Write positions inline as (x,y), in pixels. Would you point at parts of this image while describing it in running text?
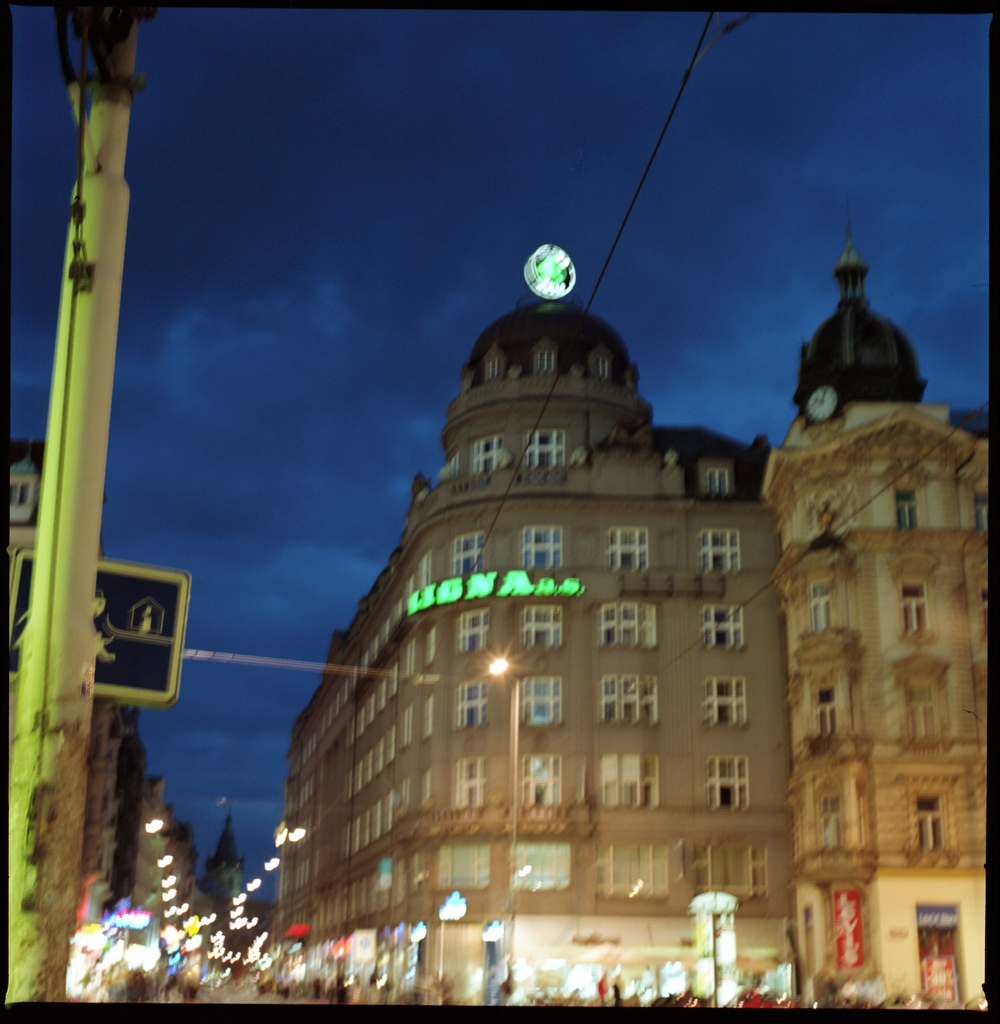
In this picture I can see there is a building (550,670) and it has some glass windows (656,790) and there is a tower (850,391) here with a clock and there is a street (245,988) and there are lights (222,949) and there are few people (146,994) walking here and the sky (308,339) is cloudy.
